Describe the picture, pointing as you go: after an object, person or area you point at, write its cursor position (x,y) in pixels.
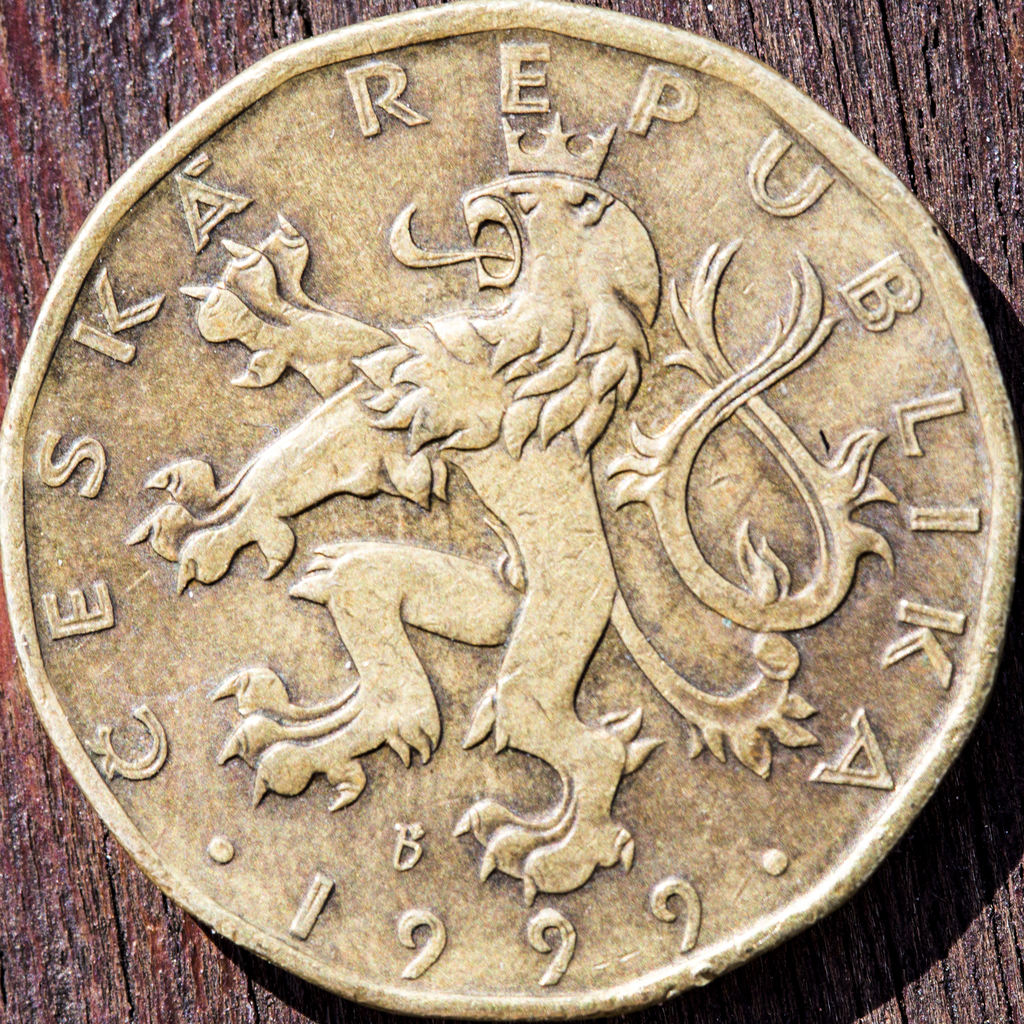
In this picture we can see a coin (660,504).
